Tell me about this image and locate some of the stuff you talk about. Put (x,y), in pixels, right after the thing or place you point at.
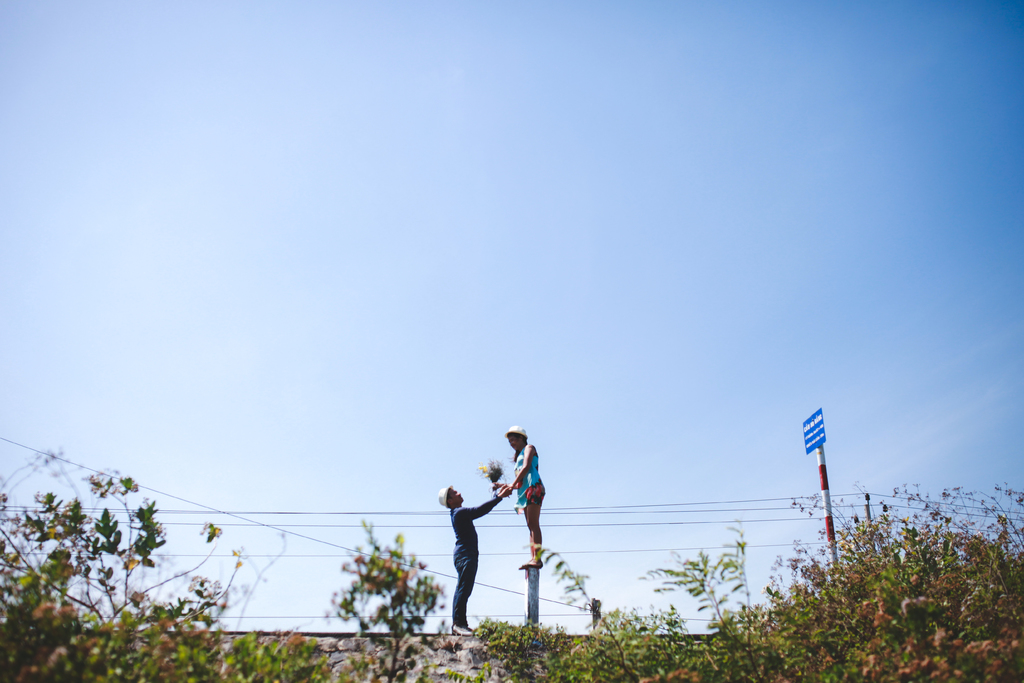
In this image we can see two persons (463,621) holding an object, there are some trees (178,643), wires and a pole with a board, on the board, we can see some text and in the background (878,23), we can see the sky (482,608).
